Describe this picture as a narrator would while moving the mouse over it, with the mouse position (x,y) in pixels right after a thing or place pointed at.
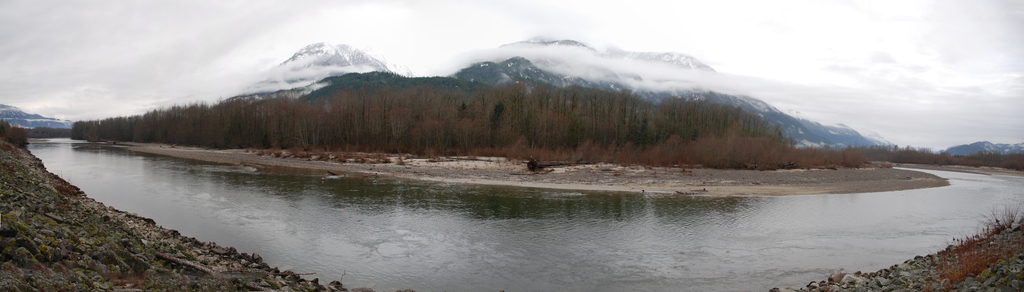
This picture is clicked outside the city. In the foreground (210,234) we can see the rocks (182,238) and a water body (602,228). In the background (341,52) there is a sky (449,28), hills (527,69) and the trees (525,119).
